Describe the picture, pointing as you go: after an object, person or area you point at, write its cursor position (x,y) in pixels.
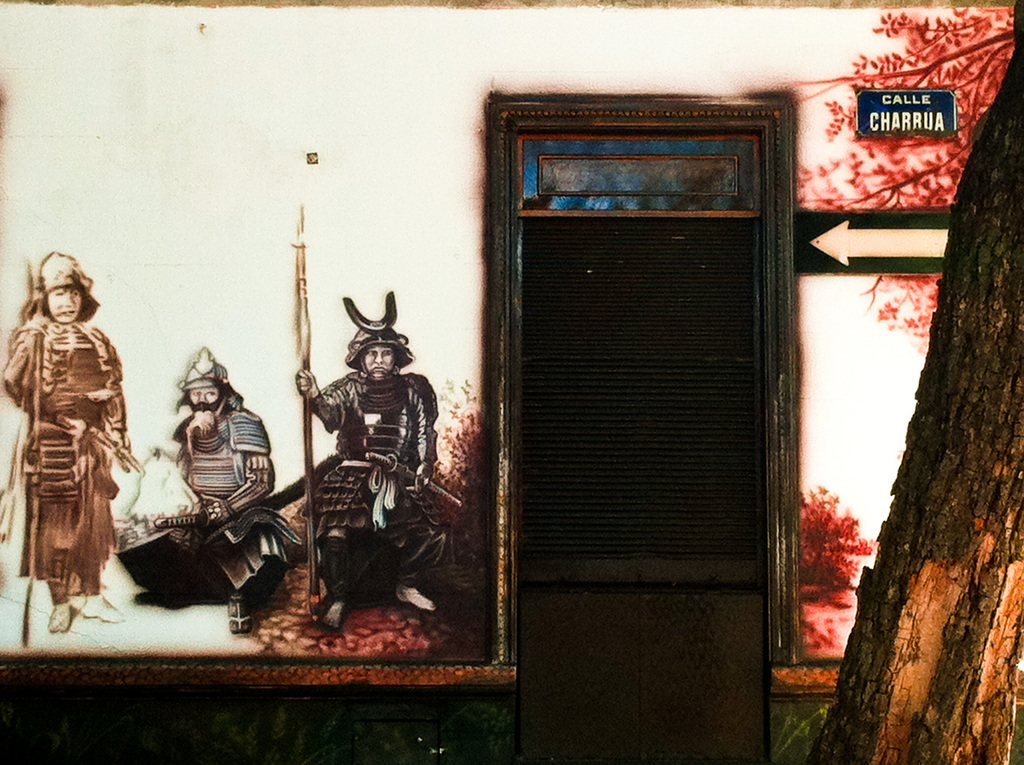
In the image we can see a tree trunk (954,560), door (670,481) and wall (172,267). On the wall (245,388), there is a painting (225,483). There is a board (906,116) and a sign board (862,252).
